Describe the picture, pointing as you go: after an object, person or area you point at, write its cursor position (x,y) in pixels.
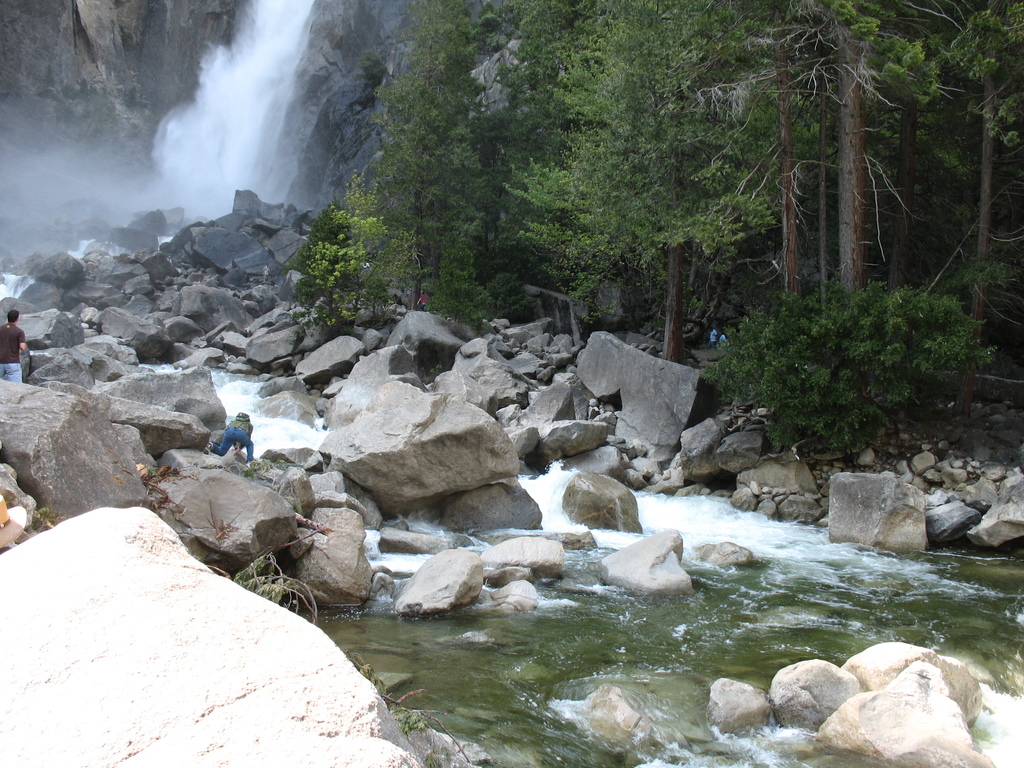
At the bottom of the image (590,577) there is water (651,499). In the middle of the image (556,313) there are some stones (335,412) and few people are standing. At the top of the image (679,132) there are some trees (957,5). Behind the trees (415,88) there is a hill (58,83) and waterfall (270,4).
